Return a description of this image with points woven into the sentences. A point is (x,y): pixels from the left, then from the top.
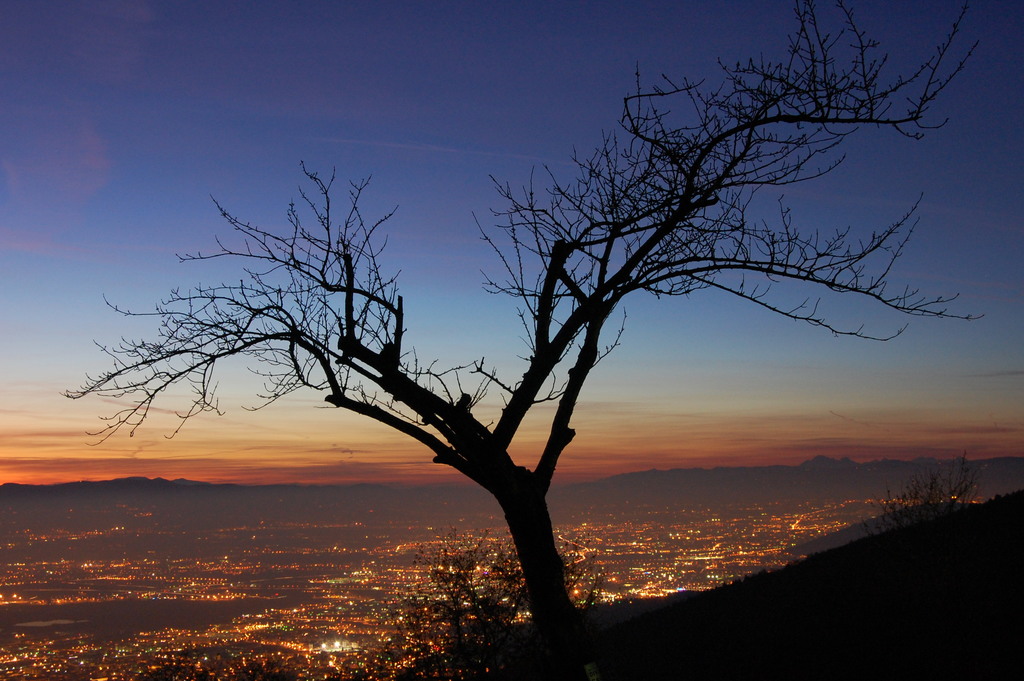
In this image there is a dried tree (460,460), in front of the tree (553,285) it is the top angle view of a city (368,581).
